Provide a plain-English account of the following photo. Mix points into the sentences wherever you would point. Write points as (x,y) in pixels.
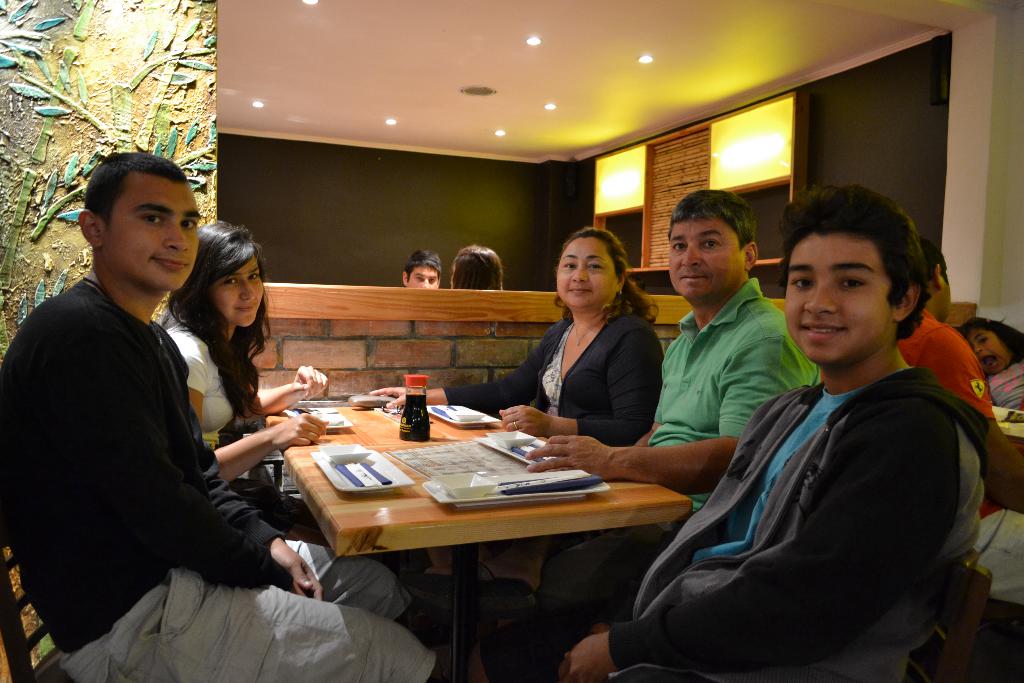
A picture of a restaurant (580,65). On top there are lights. This wall (134,64) is colorful. These persons (232,323) are sitting on chair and smiling. In-front of them there is a table (386,507), on this table (478,508) there are plates (460,491), paper (440,452) and bottle (407,420).
